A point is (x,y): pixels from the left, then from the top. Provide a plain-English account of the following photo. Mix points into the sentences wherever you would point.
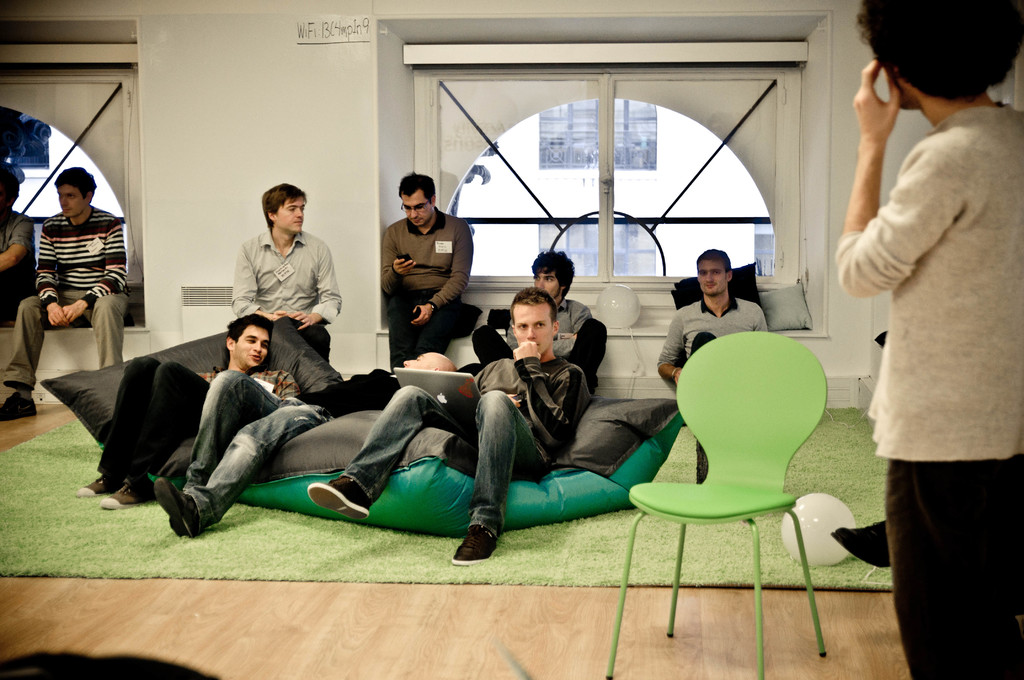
In this image I can see people (959,34) where one is standing and rest all are sitting. I can also see a chair (760,446), a laptop (408,380) and few cushions (810,317).
